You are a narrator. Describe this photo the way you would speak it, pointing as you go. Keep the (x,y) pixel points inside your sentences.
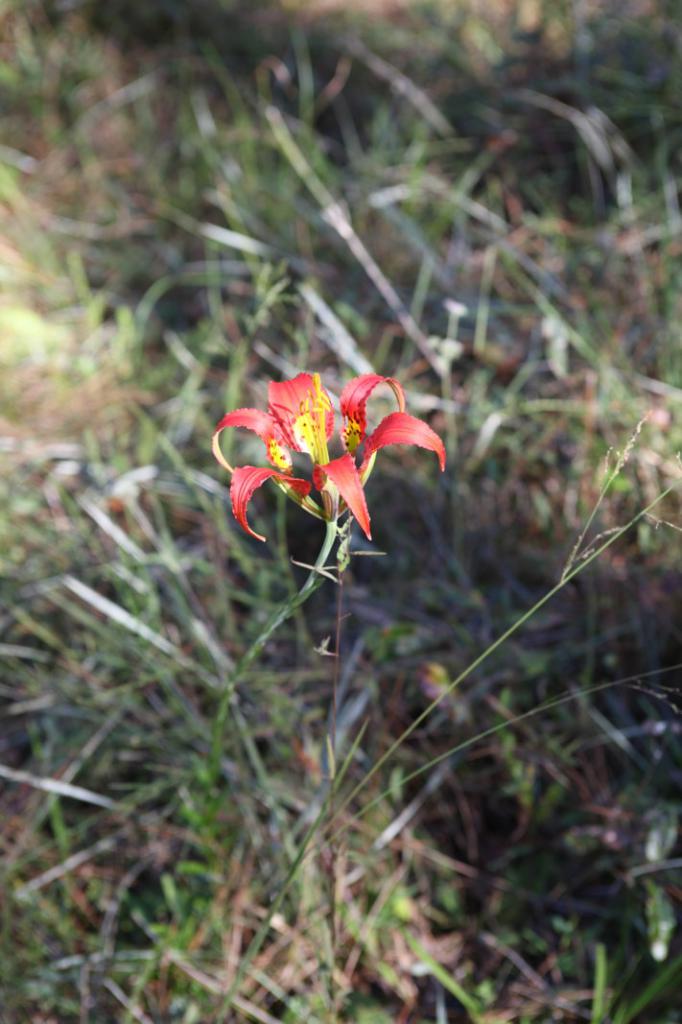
In this picture there is a red color flower (363,378) on the plant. At the bottom (404,972) there is grass (507,276) and there is mud (451,946).
